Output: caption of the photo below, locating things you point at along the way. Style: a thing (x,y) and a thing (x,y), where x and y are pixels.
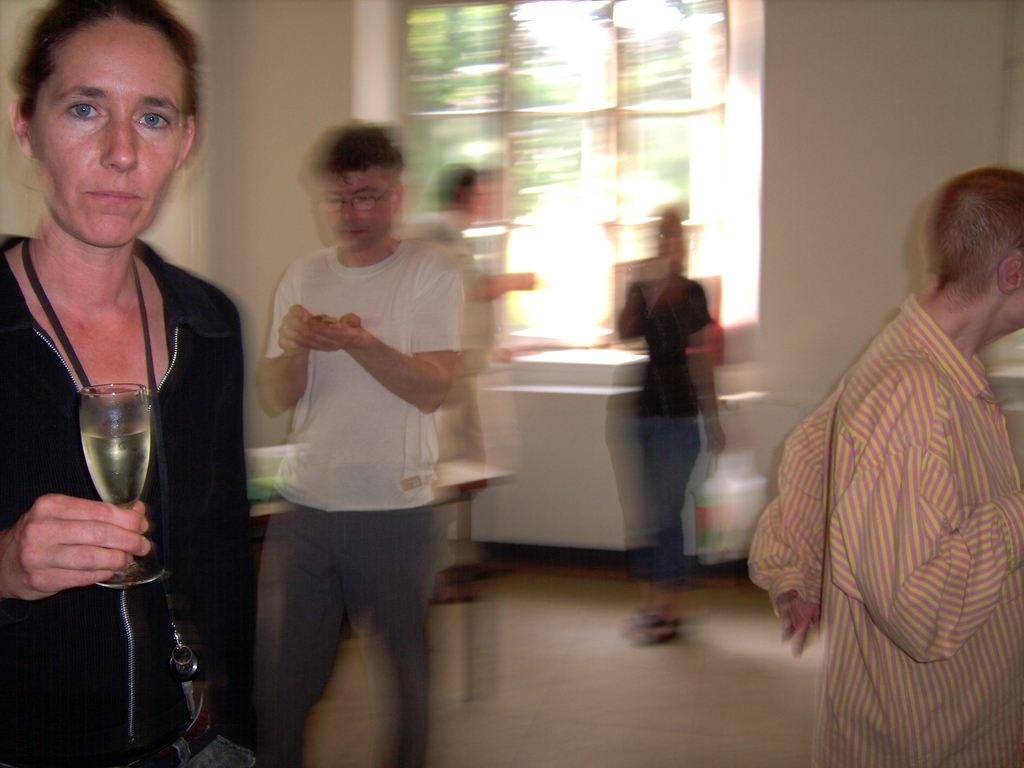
There is a woman (182,382) standing and holding a wine glass (130,419). At background (300,440) there are four persons (689,395) standing. This is a table (466,482) with some object (272,479) placed on it. I think this is a window (624,136).
